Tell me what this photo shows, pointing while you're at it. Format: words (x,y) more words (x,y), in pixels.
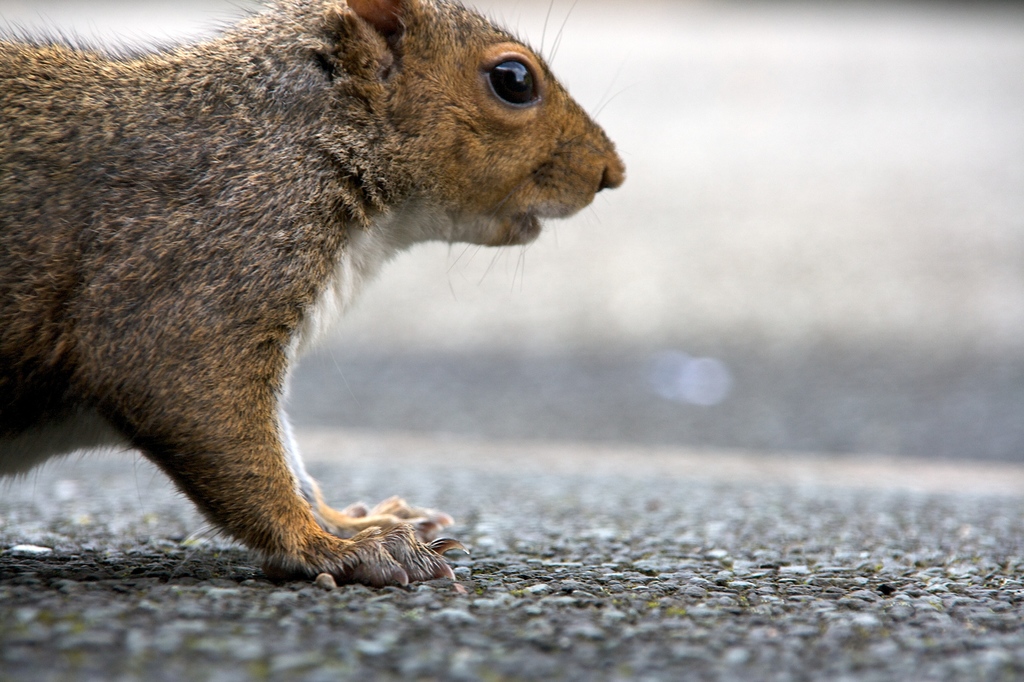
In this picture we can see an animal (506,134) on the ground (662,524) and in the background (728,219) it is blurry.
